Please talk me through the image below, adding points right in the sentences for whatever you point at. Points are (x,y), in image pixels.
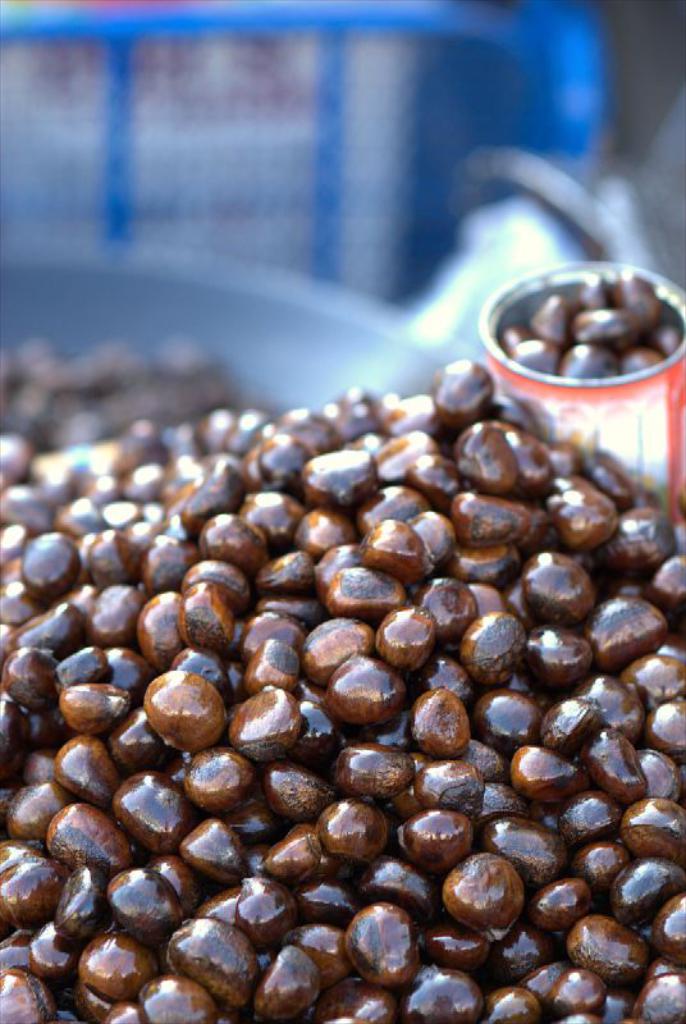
In the foreground of this picture (402,597) we can see there are some objects (484,523) seems to be the seeds (336,629). On the right (512,298) we can see a container (589,407) containing seeds (541,329). In the background (389,233) we can see some other objects (420,244).
